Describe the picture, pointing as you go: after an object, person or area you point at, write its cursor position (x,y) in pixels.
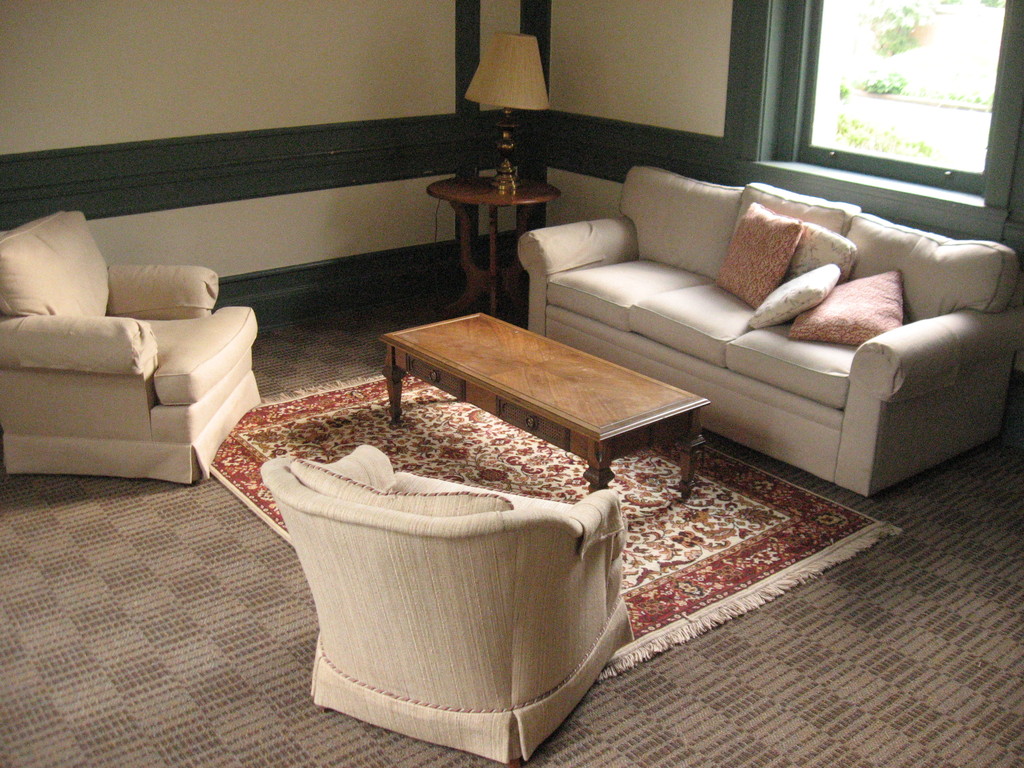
As we can see in the image, there are three sofas (107,307). In this sofa (703,249) there are four pillows (774,270). Beside the sofa (628,249) there is a lamp (508,154) and behind the sofa (809,211) there is a window (933,152). In front of sofa (641,344) there is a table (566,407).
